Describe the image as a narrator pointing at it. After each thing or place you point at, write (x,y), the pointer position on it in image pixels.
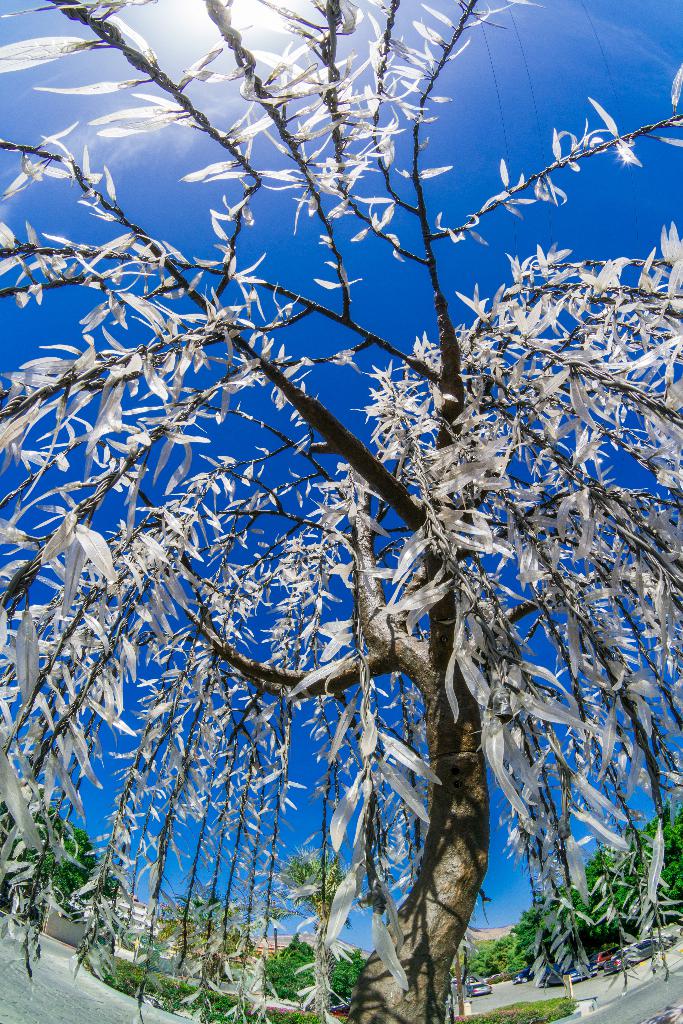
In this picture there is a tree (27,565) in the center of the image (386,610).
